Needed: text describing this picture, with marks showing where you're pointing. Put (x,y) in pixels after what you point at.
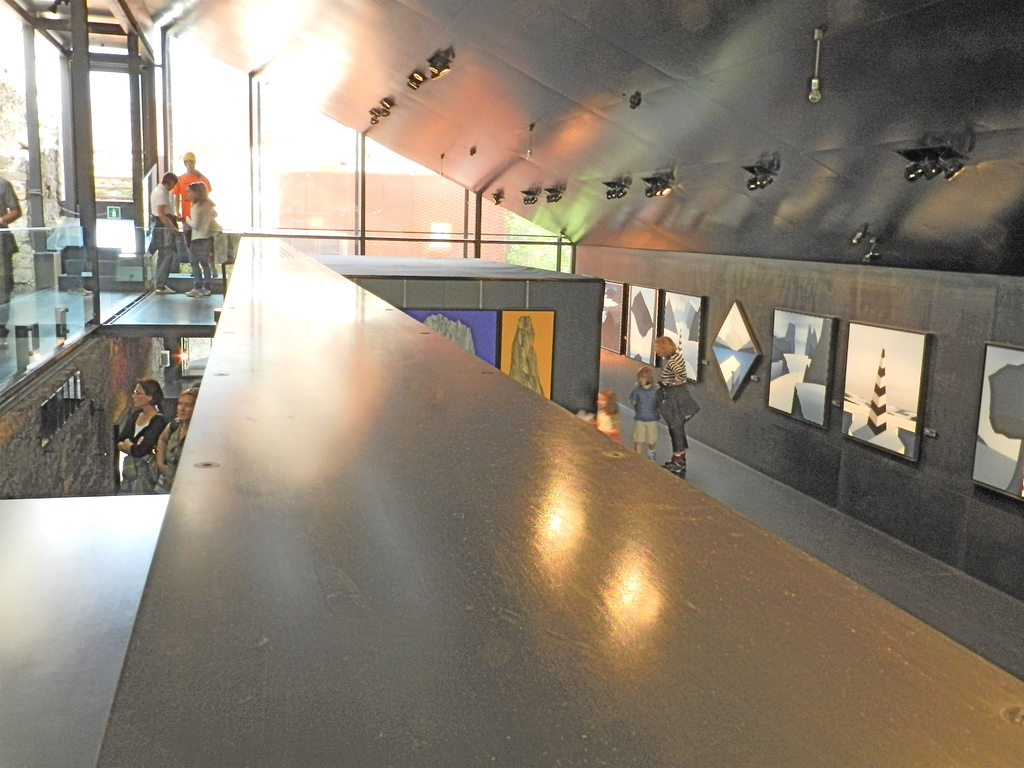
In the center of the image (425,423) we can see one wooden solid structure (329,482). In the background (467,293) there is a wall (739,258), photo frames (739,365), poles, few people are standing, few people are holding some objects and a few other objects (134,272).
